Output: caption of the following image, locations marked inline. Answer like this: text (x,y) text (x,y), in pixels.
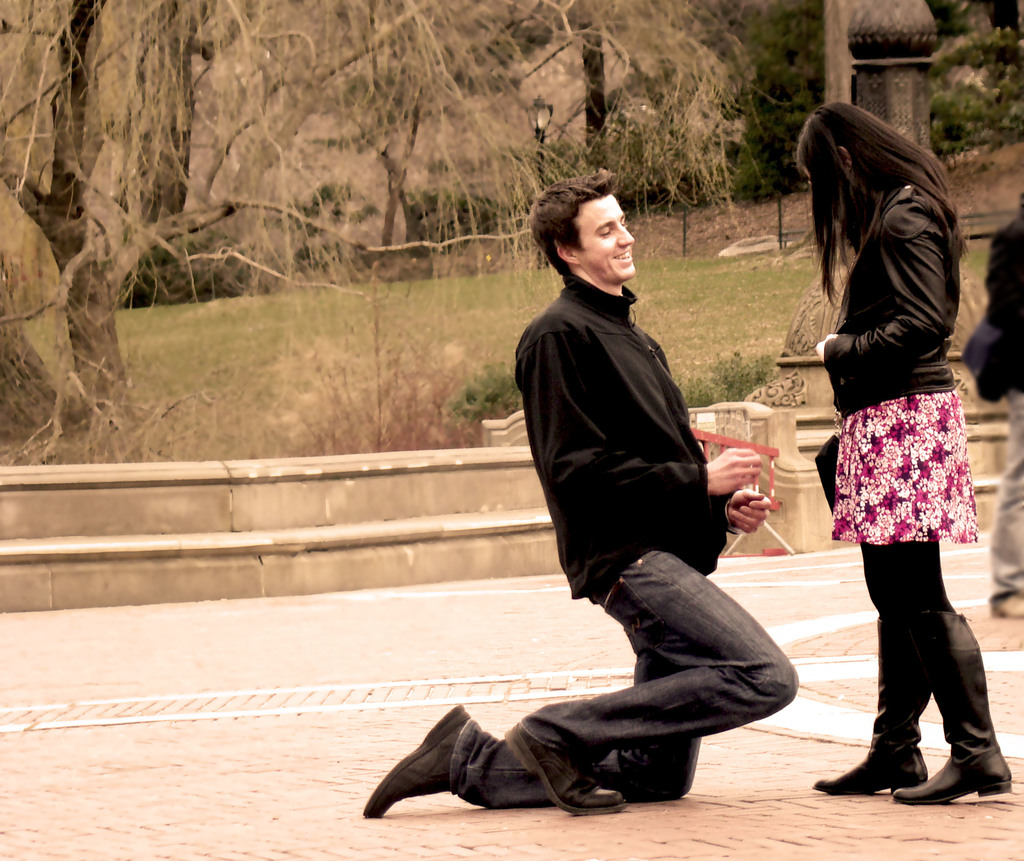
In the image on the right side (876,411) we can see three persons (559,450). And the left side person (616,282) is smiling, which we can see on his face (611,248). In the background (123,125) we can see trees (963,108), plants (949,116), grass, staircase (985,493), fence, pillar (920,126) and wall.
